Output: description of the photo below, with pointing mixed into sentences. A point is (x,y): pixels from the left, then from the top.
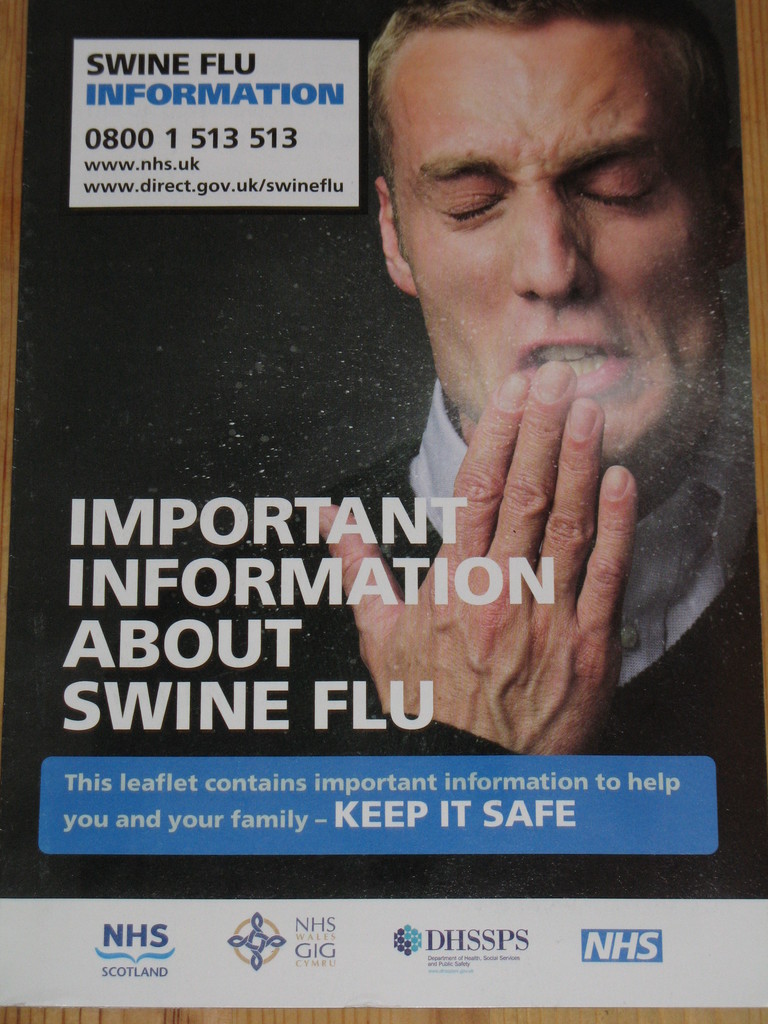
In this image we can see a poster (388,602). On poster (571,395) we can see a person (536,484) and some text (334,580) printed on it.
